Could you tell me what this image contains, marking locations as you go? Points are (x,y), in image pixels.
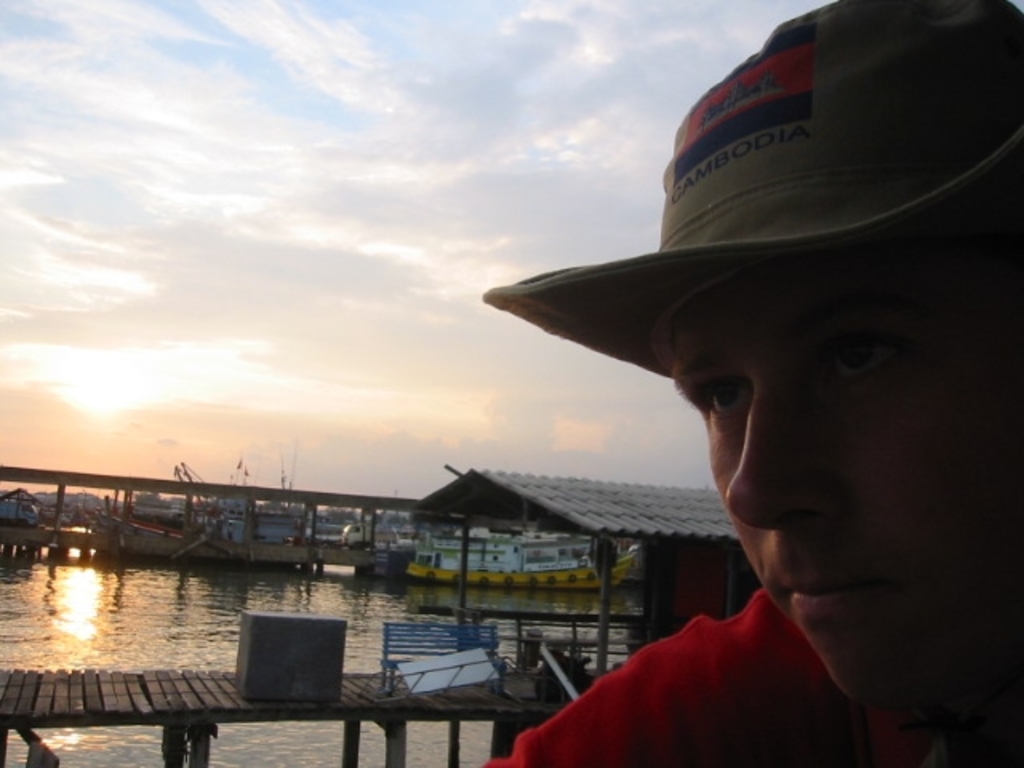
In this image we can see a man (766,539). In the background (415,697) there are walkway bridge (231,718), shed (505,503), ships (486,554) at the dock (436,610) and sky (279,318) with clouds (371,321).
